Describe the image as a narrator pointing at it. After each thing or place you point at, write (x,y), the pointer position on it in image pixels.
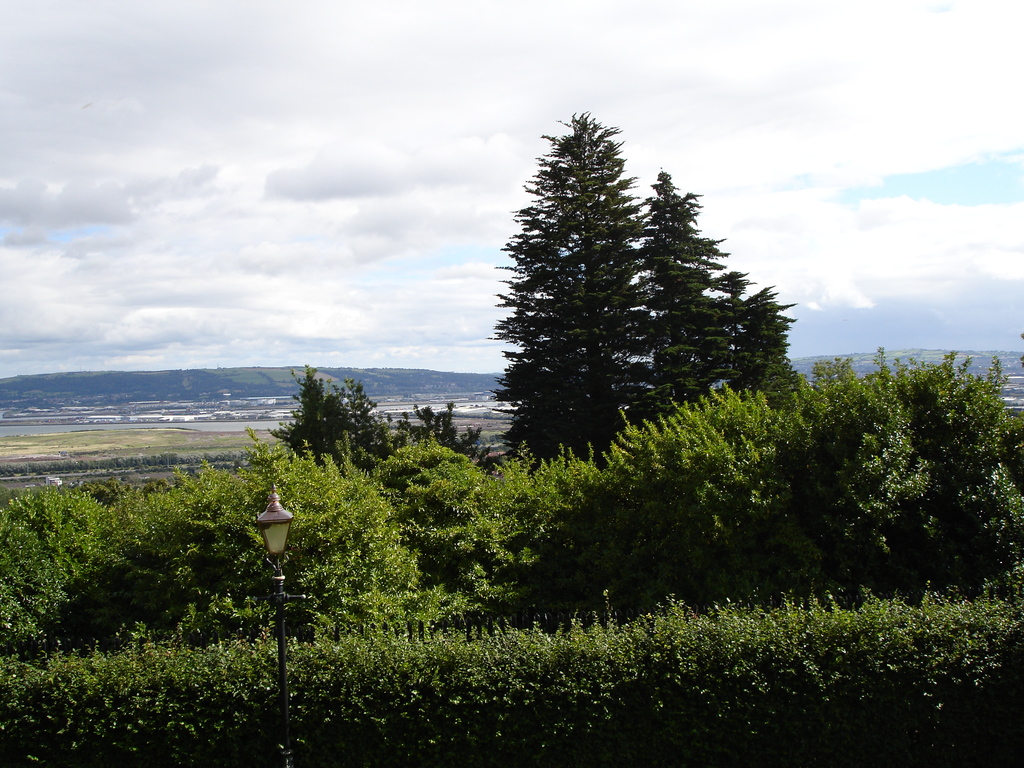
In this image, we can see trees (527,489), plants (321,532) and there is a light pole (265,525). In the background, there are hills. At the top (241,209), there are clouds (267,232) in the sky (185,238).
